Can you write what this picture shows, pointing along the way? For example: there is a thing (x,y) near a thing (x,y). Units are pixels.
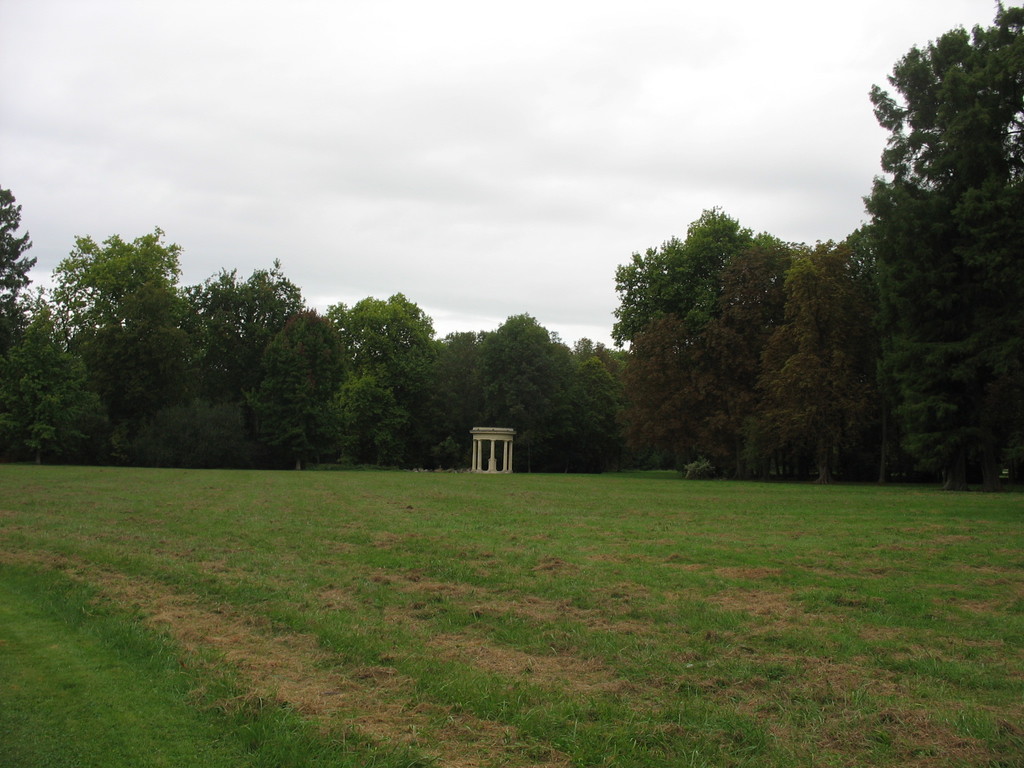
In this image I can see grass (447,590), and trees (441,415). On the top (397,123) I can see the sky (473,183). This image is taken during a day in a park (252,585).
